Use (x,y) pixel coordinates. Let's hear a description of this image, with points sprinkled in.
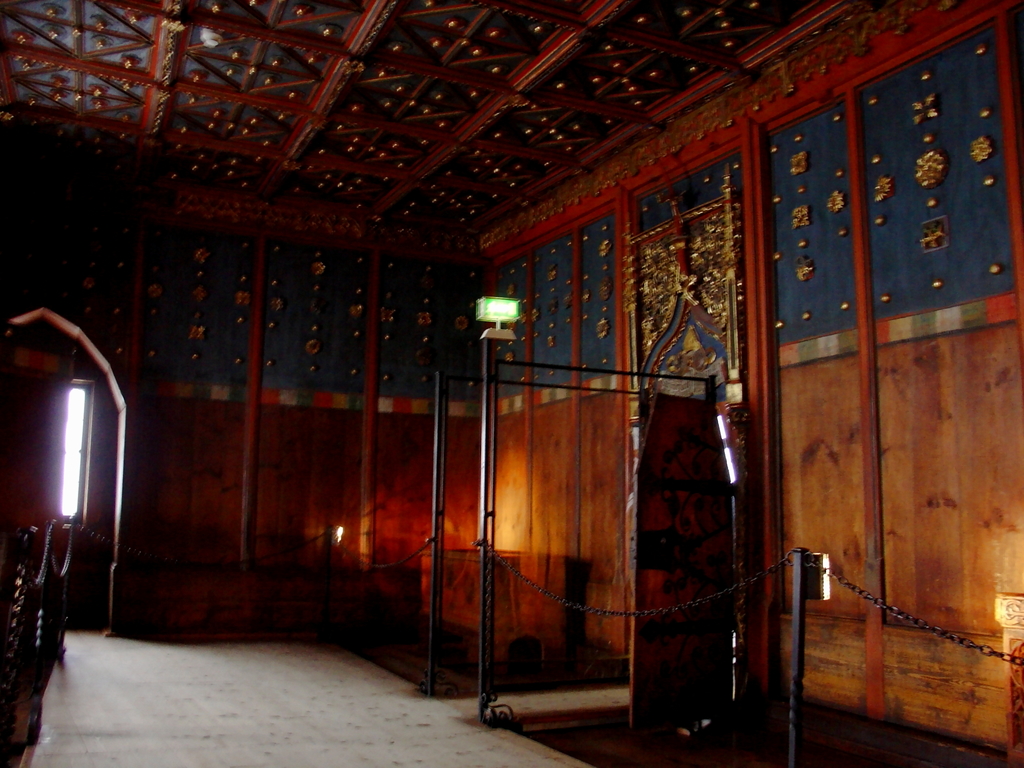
In this image I can see the floor (234,716), few black colored poles (62,655), few metal chains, the brown colored wall (896,574) and few decorative items (932,166) which are gold in color to the wall (338,319), the ceiling (347,121) and few lights (341,527). I can see the window (78,496) and few other black colored objects (17,579) to the left side of the image (67,587).
